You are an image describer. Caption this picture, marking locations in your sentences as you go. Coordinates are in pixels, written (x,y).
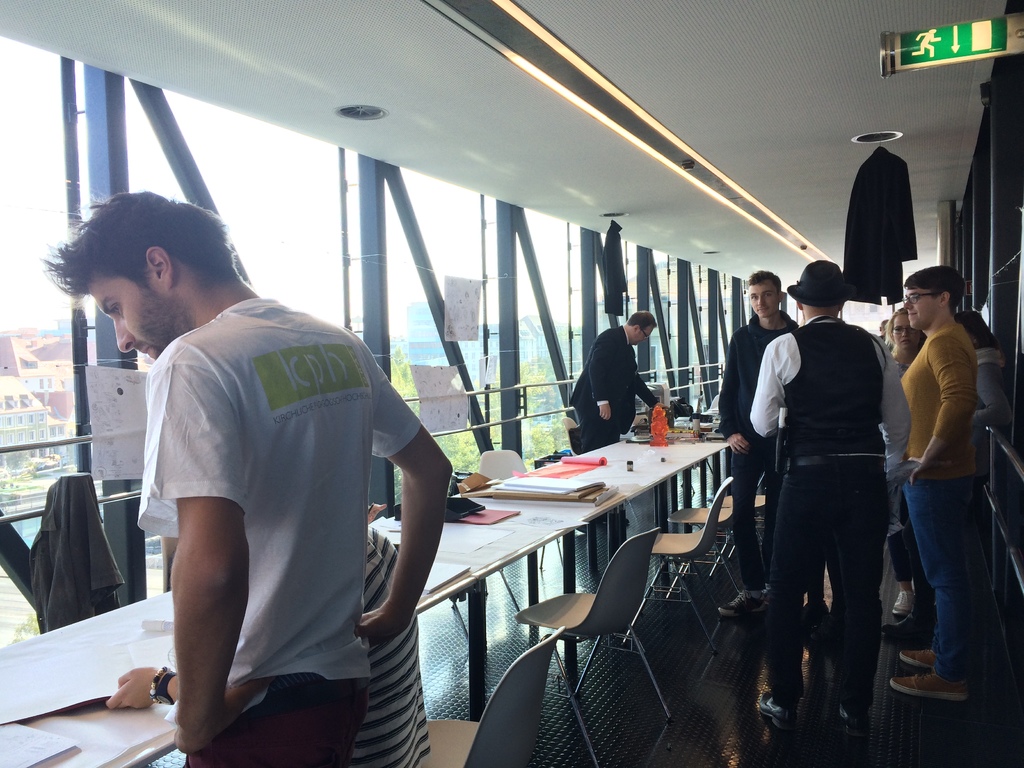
In this image i can see few people (801,463) standing in front of the table (128,635) and on the table (607,475) i can observe some papers (103,648), some sheets (595,467) and a bottle (666,426). In the background (435,217) i can see a glass window (567,333) through which i can see few buildings (38,384), trees (400,355) and the sky (271,173).
